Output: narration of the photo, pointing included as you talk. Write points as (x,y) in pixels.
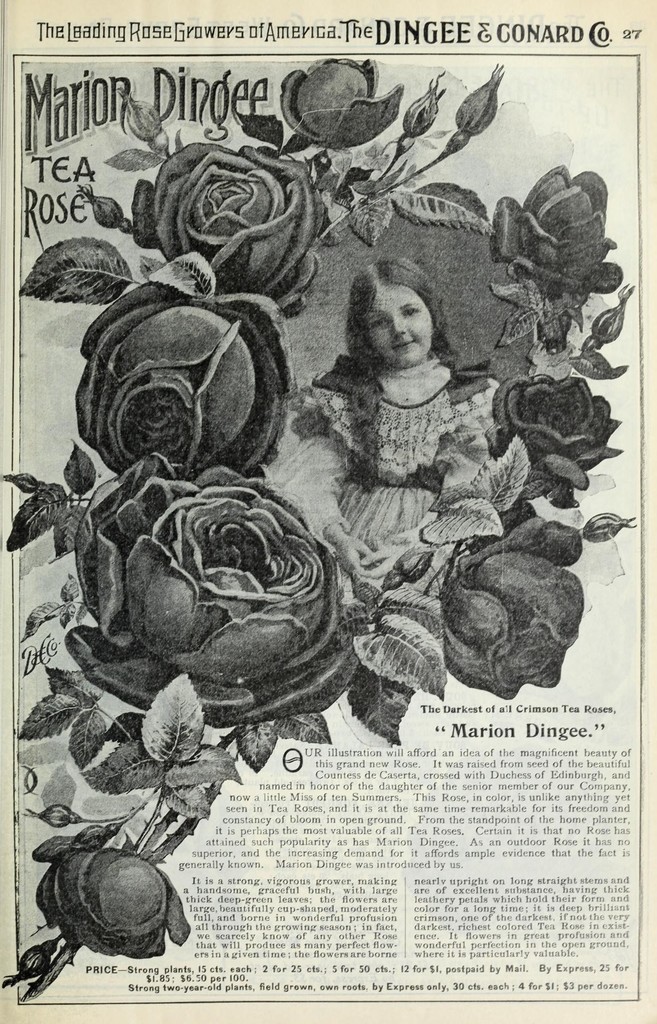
In this picture there is a poster (491,62). In the poster (596,280) i can see the girl (319,375) who is smiling. On the right paper (202,10) there are flower design (223,653). In the bottom right (531,903) i can see the quotation (480,865).
